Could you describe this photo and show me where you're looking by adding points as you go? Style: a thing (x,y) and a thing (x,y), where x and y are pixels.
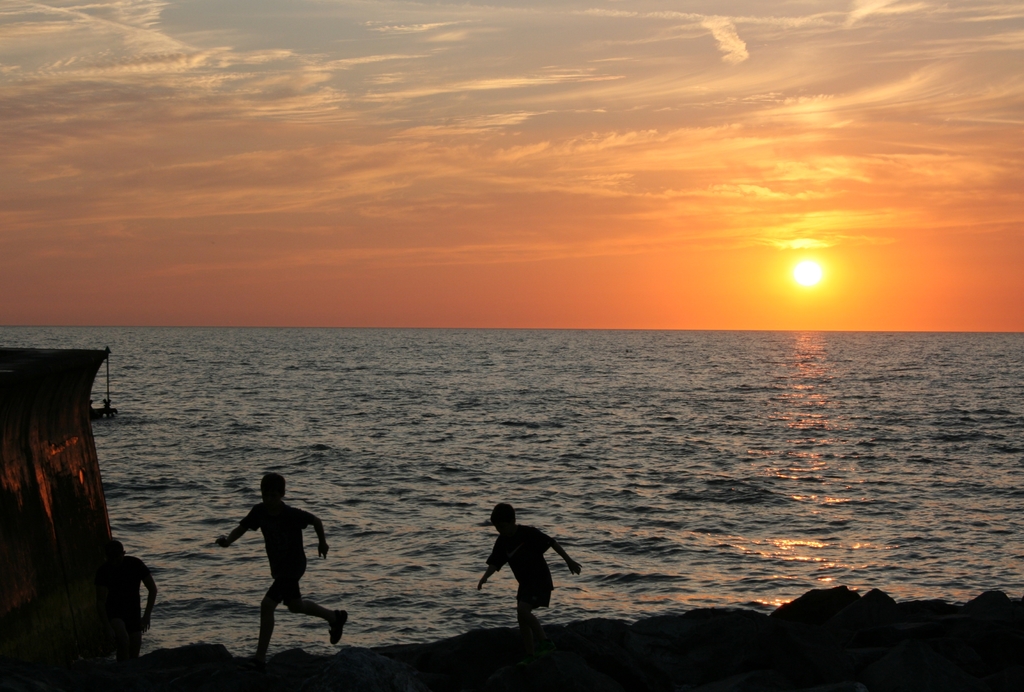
This image is taken in the evening light. In the center of the image (609,383) I can see water (613,389). At the top of the image (633,168) I can see the sky (765,235) with sun (816,265). At the bottom of the image (105,568) I can see three people (108,585) on rocks (899,622).
